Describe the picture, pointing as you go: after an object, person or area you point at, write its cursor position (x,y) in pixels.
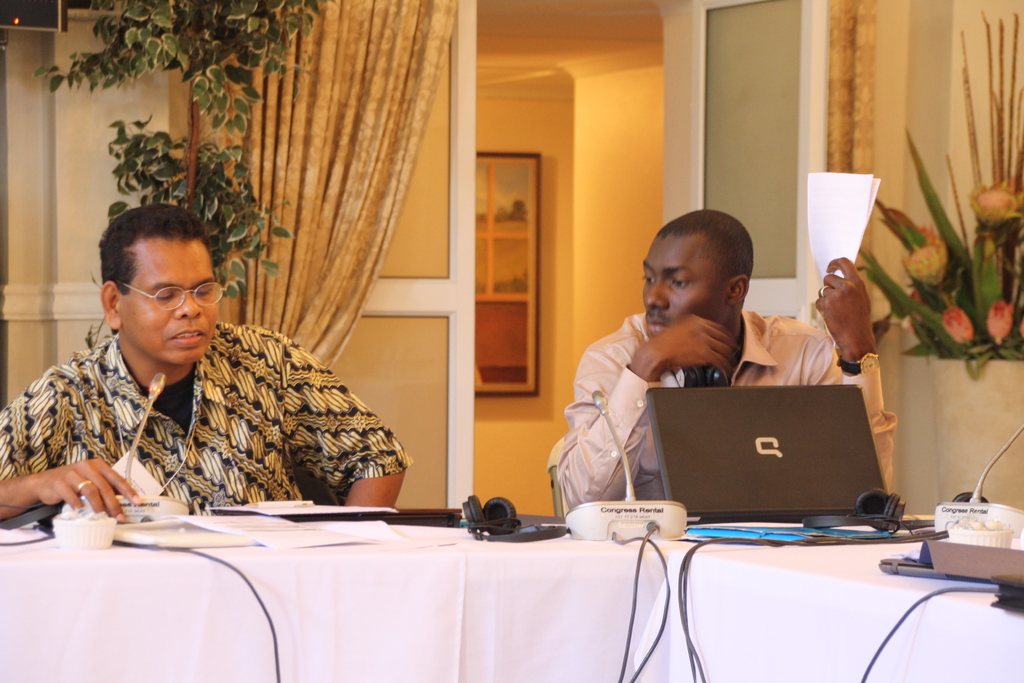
These two persons (711,307) are sitting on chair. In-front of them there is a table (359,544), on this table (528,553) there is a headset (481,520), mic (633,533), cables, laptops (896,559), papers (372,528) and cup (93,531). This person (655,371) is looking left side and holding papers (839,228). This man (242,421) wore spectacles (209,286) and looking at this papers (284,513). At the background (346,128) there is a curtain (306,134), plant (191,108) and a picture (499,215) on wall (558,177).
